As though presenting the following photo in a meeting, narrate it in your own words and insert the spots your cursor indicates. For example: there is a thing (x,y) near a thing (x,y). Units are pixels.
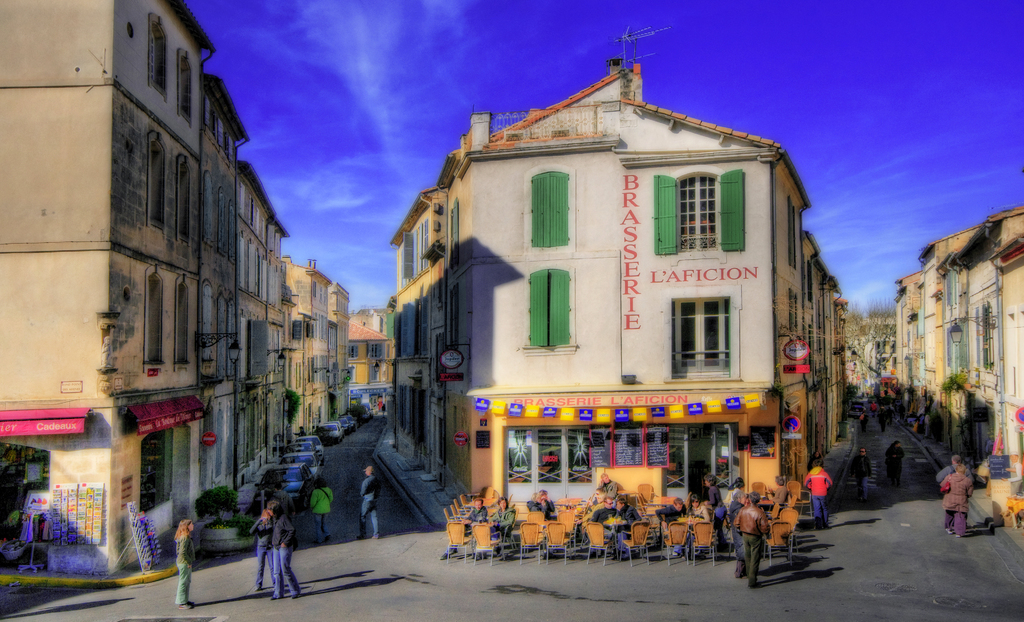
In this picture I can see few buildings (584,266) and few people (755,585) walking and few are standing and few are sitting in the chairs (603,539) and I can see text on the walls (682,270) and I can see a tree (857,347) and few plants (957,384) and I can see cars (331,432) parked and a blue cloudy sky (523,42).
